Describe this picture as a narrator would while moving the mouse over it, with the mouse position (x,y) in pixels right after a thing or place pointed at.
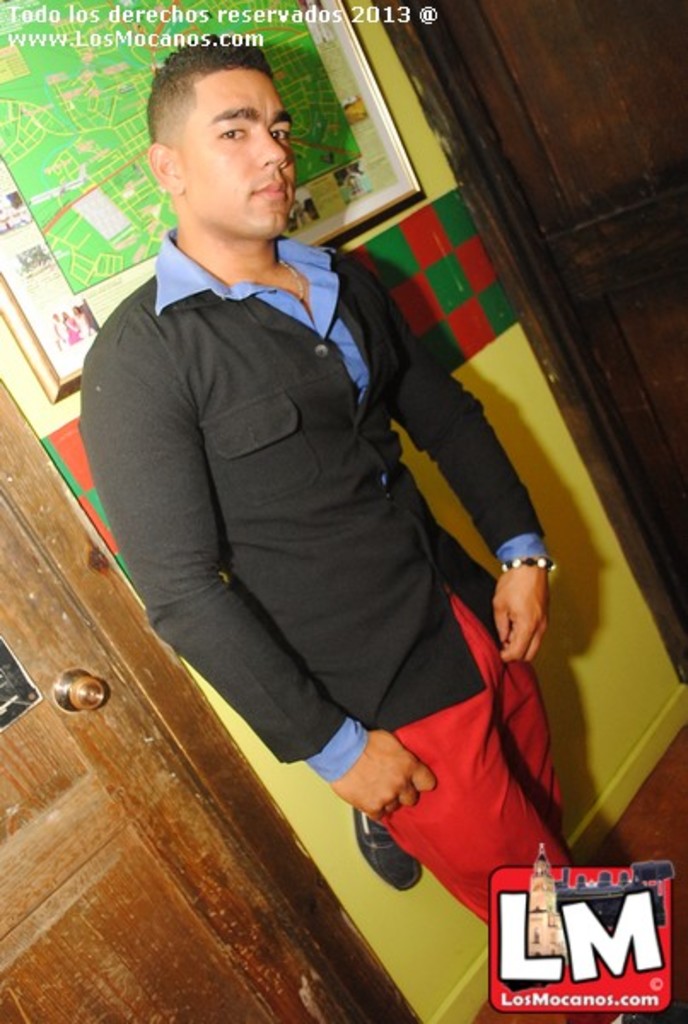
In this image, we can see a person (407,725) is standing and watching. Background (11,354) there is a wall (480,333), doors (11,412), handle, photo frame (46,379). Right side (632,889) bottom, there is a logo (635,907) and floor (676,820). Top of the image (119,42), we can see some text (205,32).
